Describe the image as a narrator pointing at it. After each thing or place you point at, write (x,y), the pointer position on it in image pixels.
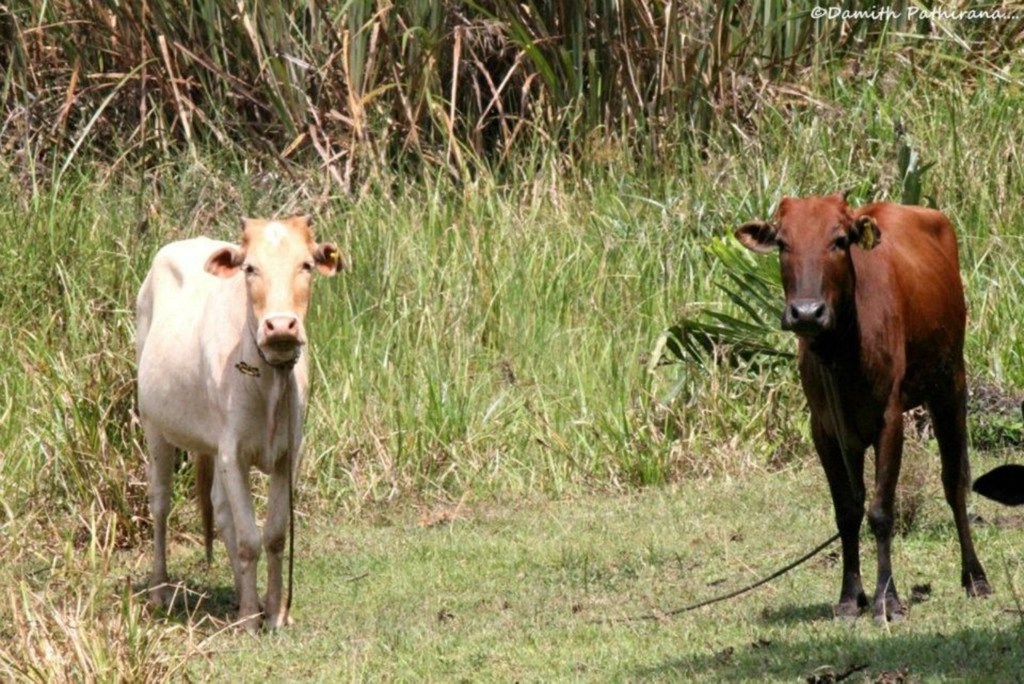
In the picture there are two calves (284,452) standing they are tied with a rope (290,395), there is a grass (147,172) near to the calves (813,354) there are some fields (701,257) near to the calves (813,354).
